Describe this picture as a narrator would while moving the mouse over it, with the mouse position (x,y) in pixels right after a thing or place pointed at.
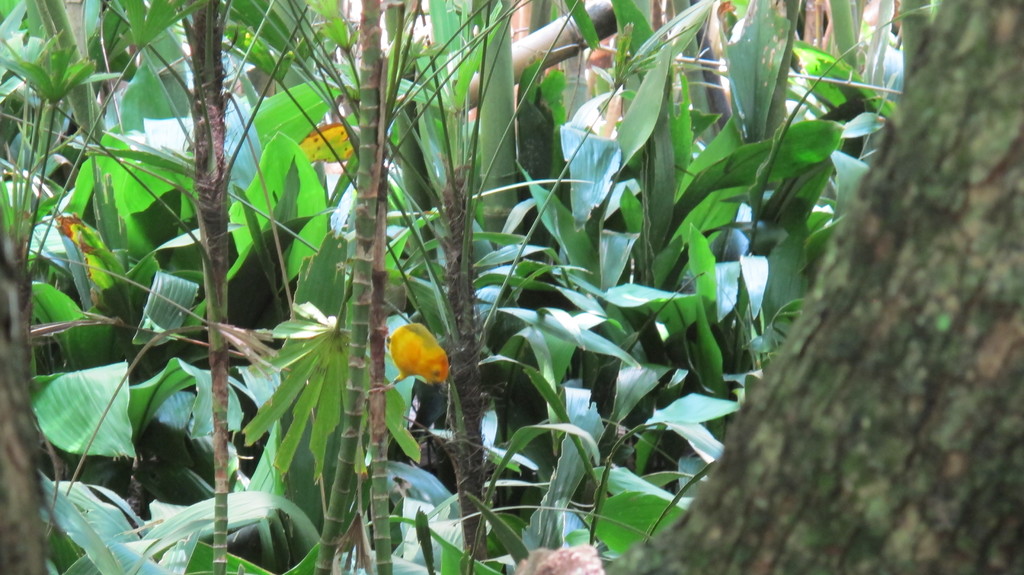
In the image we can see some trees (454,71).
